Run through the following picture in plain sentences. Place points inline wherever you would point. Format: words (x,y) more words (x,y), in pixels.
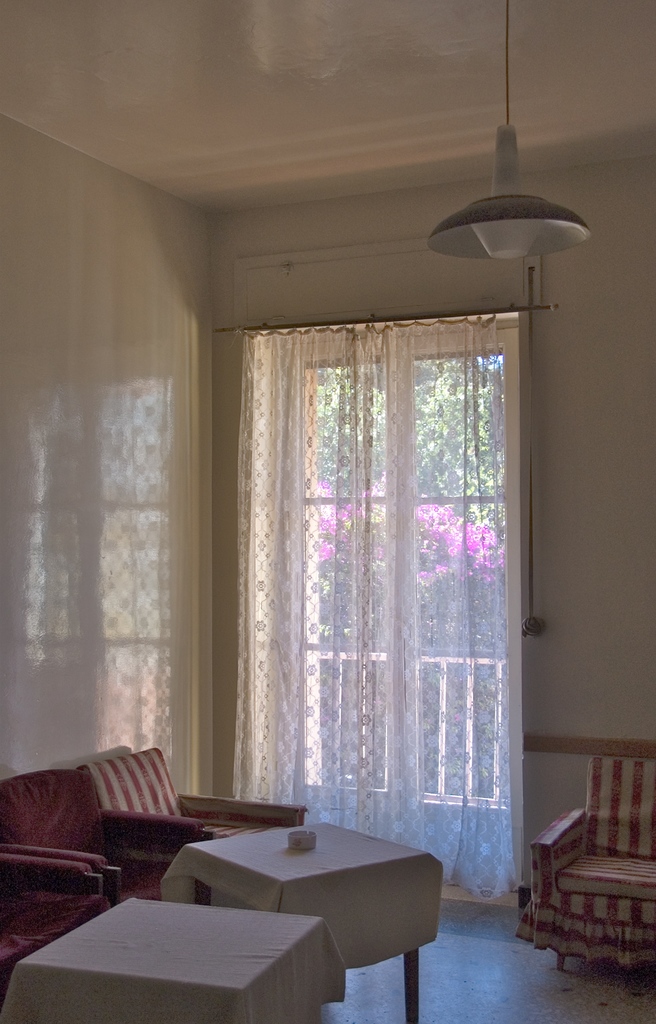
Here we can see a couple of chairs (97,865) and couple of tables (289,879) and here there is a curtain (298,655) on the top (535,247) there is a light (508,198).
